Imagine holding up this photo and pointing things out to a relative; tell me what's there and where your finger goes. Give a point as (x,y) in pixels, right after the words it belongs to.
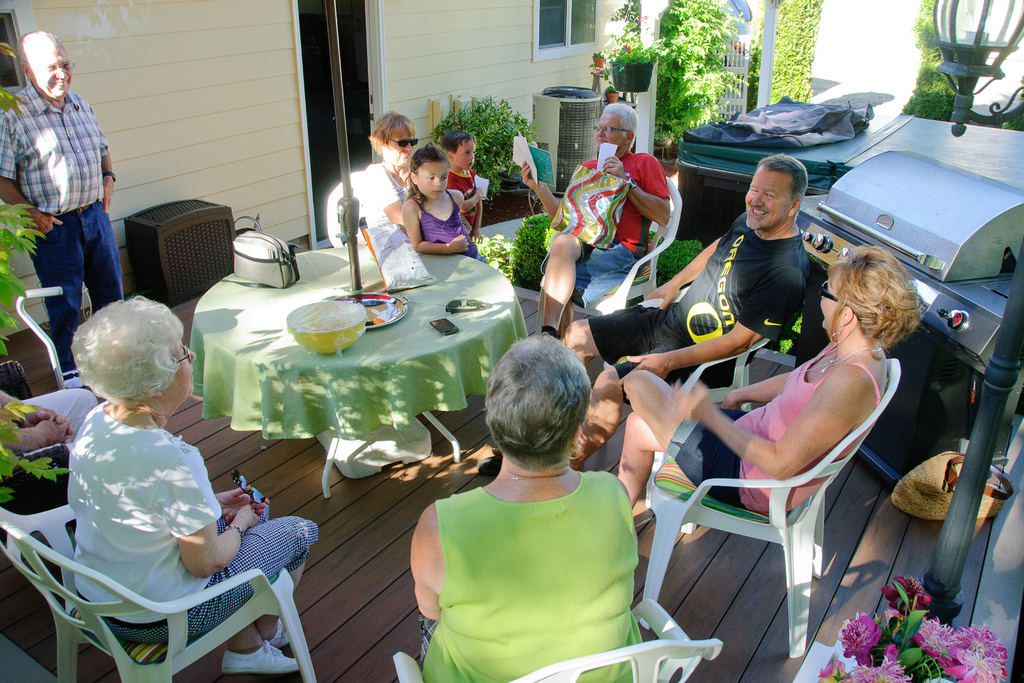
There are some people (616,256) sitting in the chairs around a table (328,375) on which some bowls (312,319), bags (285,264), mobiles (448,325) were placed. There are men (57,226) and women (396,184) along with some children (436,208) in this group (452,211). One guy (68,257) is standing in the left side (58,179). In the background (529,124) there is a trash bin (549,126), plants (505,143) and a wall (432,66) here.
